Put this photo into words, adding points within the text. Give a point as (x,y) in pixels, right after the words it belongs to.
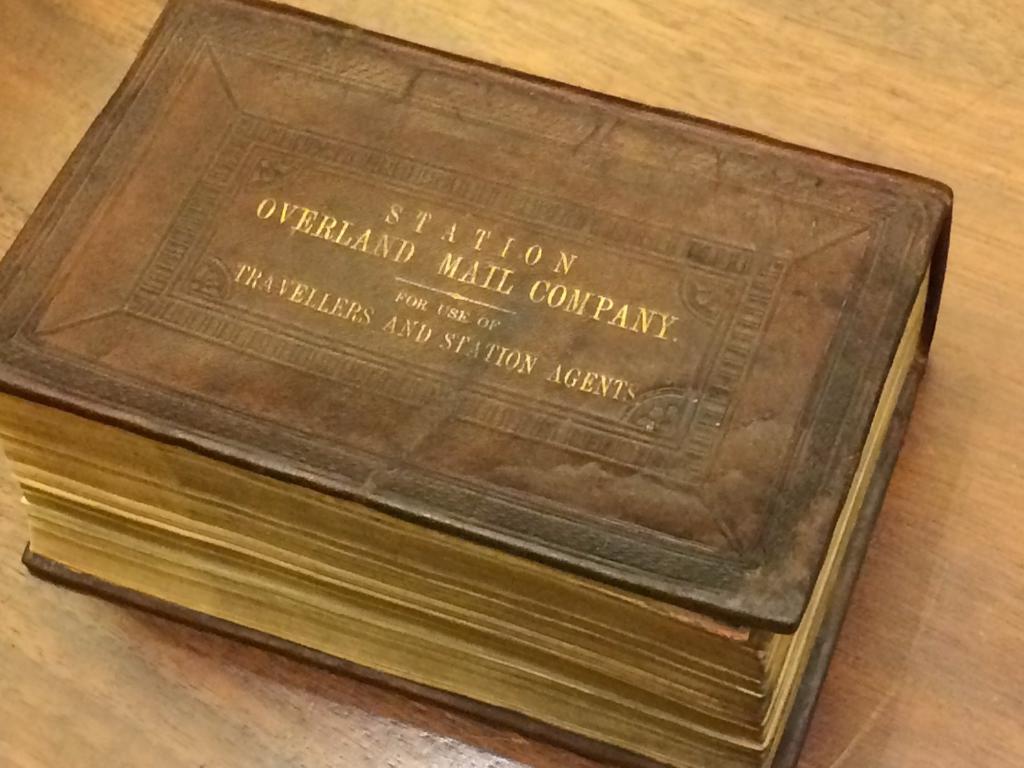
In this image I see a book (102,590) and over here I see few words (391,216) written and I see that this book (562,359) is on a brown color surface (1019,648).
